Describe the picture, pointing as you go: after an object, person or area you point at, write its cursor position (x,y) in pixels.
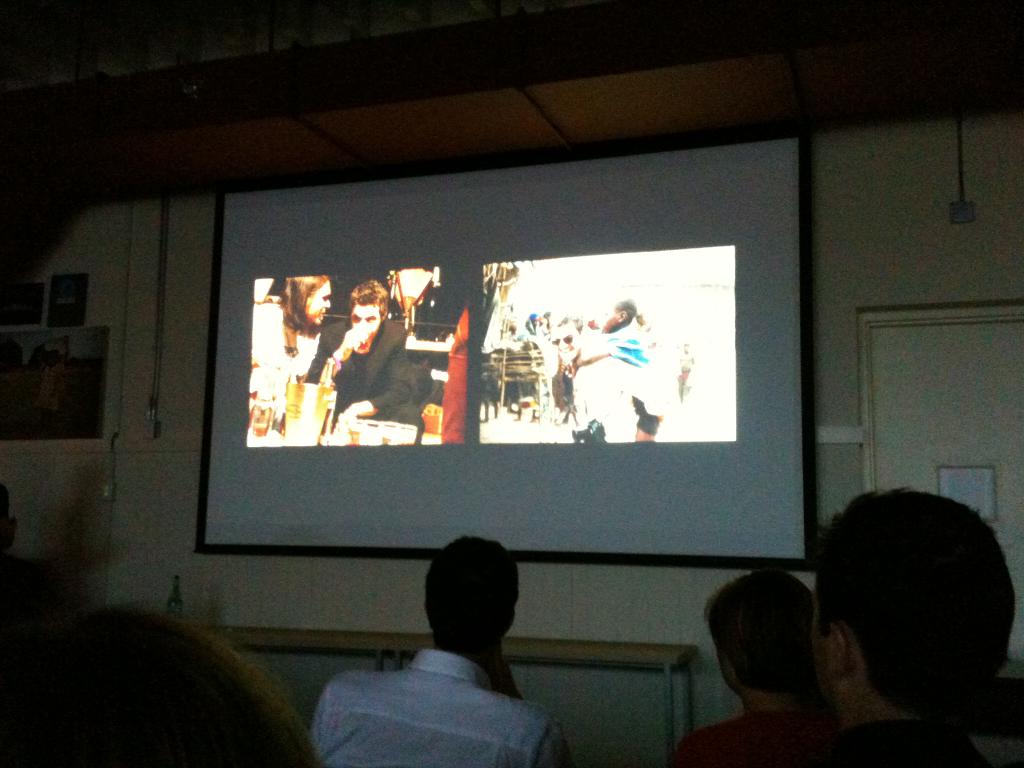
In the image we can see there is a white wall (128,336) on which three photo frames (68,361) are kept beside that there is a projector screen (470,255) on which a photo (436,358) is displayed. People (389,700) are gathered to watch the projector screen (502,431). Beside the projector screen (775,380) there is a white door (947,398) and it is closed.
